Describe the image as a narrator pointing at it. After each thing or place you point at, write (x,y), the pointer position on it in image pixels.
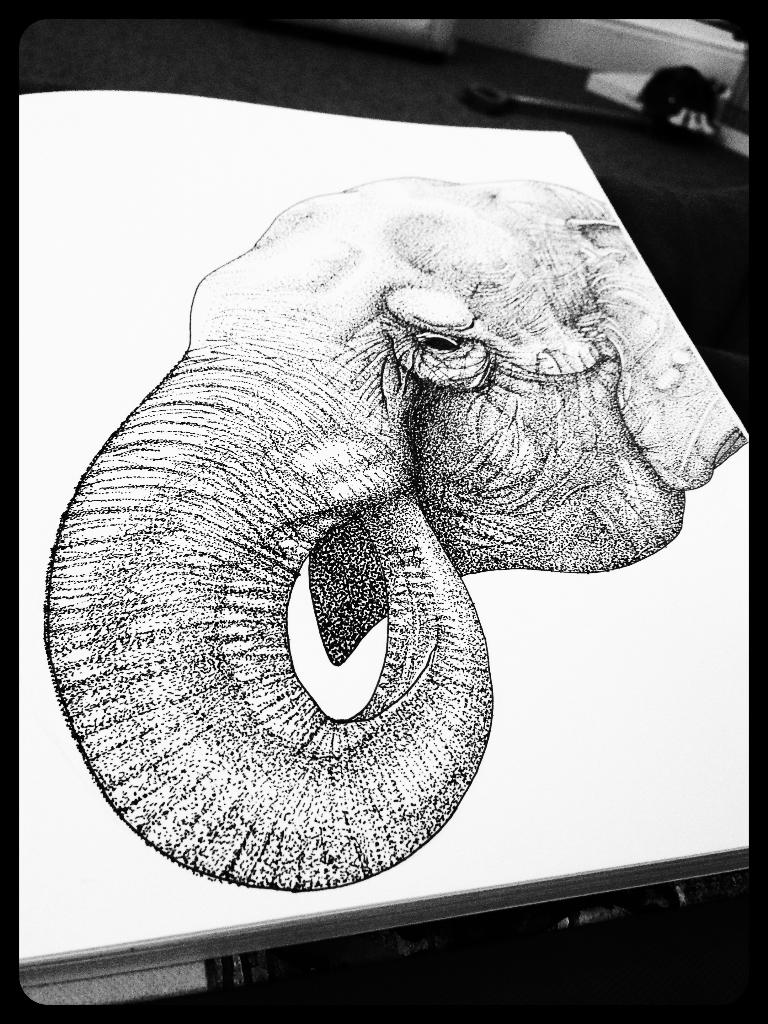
In This image in the center (379,655) there is one board (495,274), on the board (377,243) there is drawing of an elephant (343,448) and in the background (673,128) there are some objects (663,124).
